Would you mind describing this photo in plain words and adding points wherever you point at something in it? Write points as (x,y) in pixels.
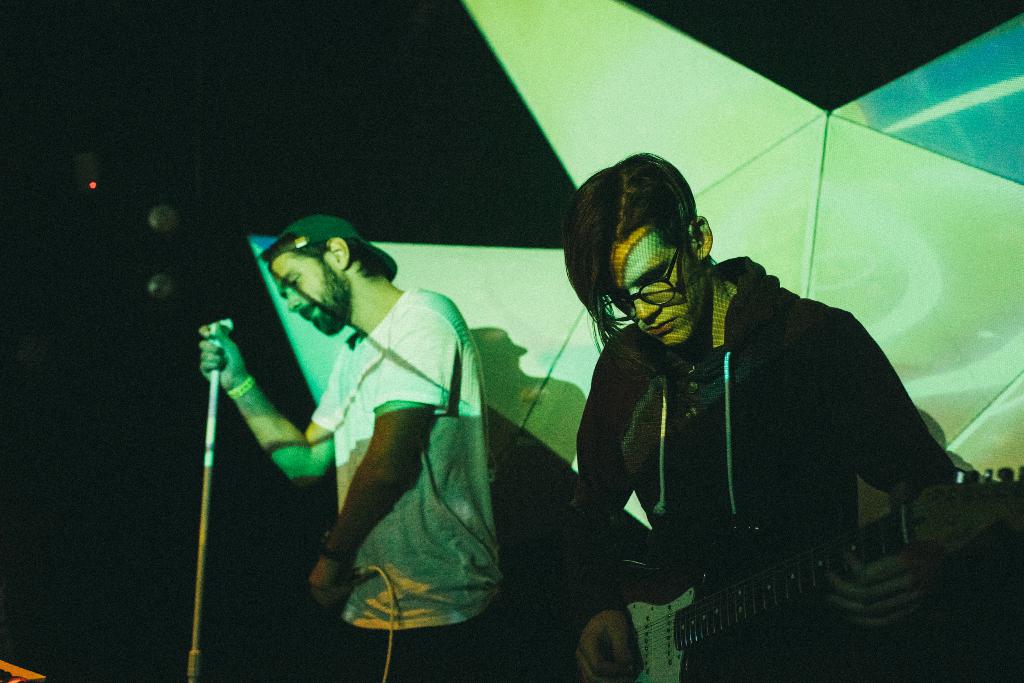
In this picture I can observe a man (683,454) playing guitar (696,592) in his hands (603,634) on the right side (780,436). Beside him there is another person (341,452) standing and holding a mic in his hand (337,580). The background (276,123) is dark.
